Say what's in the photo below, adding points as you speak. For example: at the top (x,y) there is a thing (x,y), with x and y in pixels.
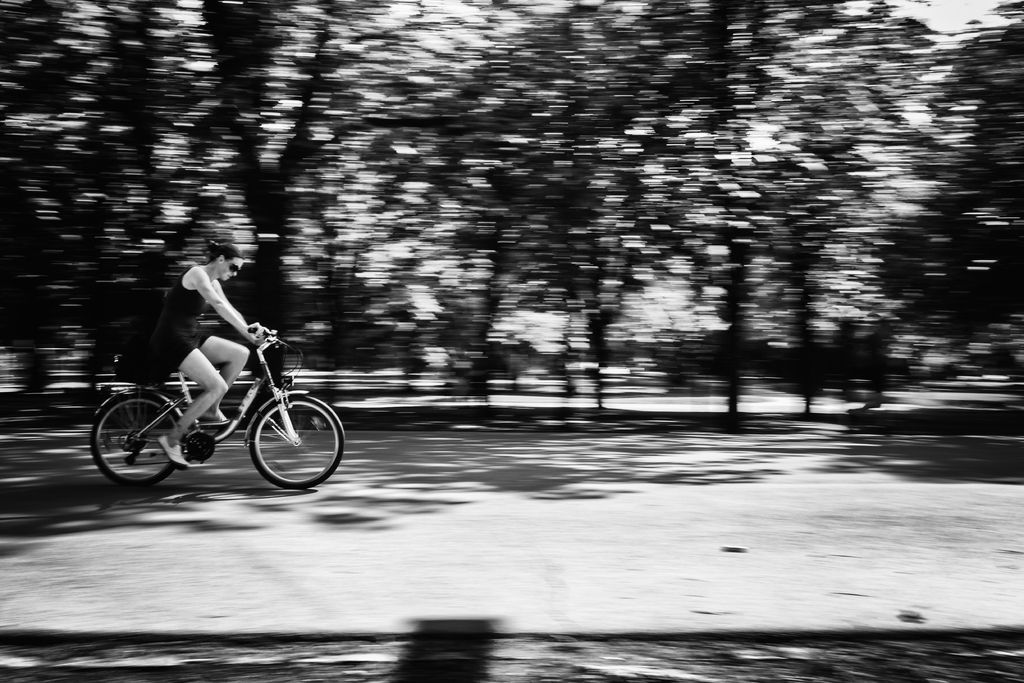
A woman (221,275) is riding a bicycle (204,448) on a road (487,483).
